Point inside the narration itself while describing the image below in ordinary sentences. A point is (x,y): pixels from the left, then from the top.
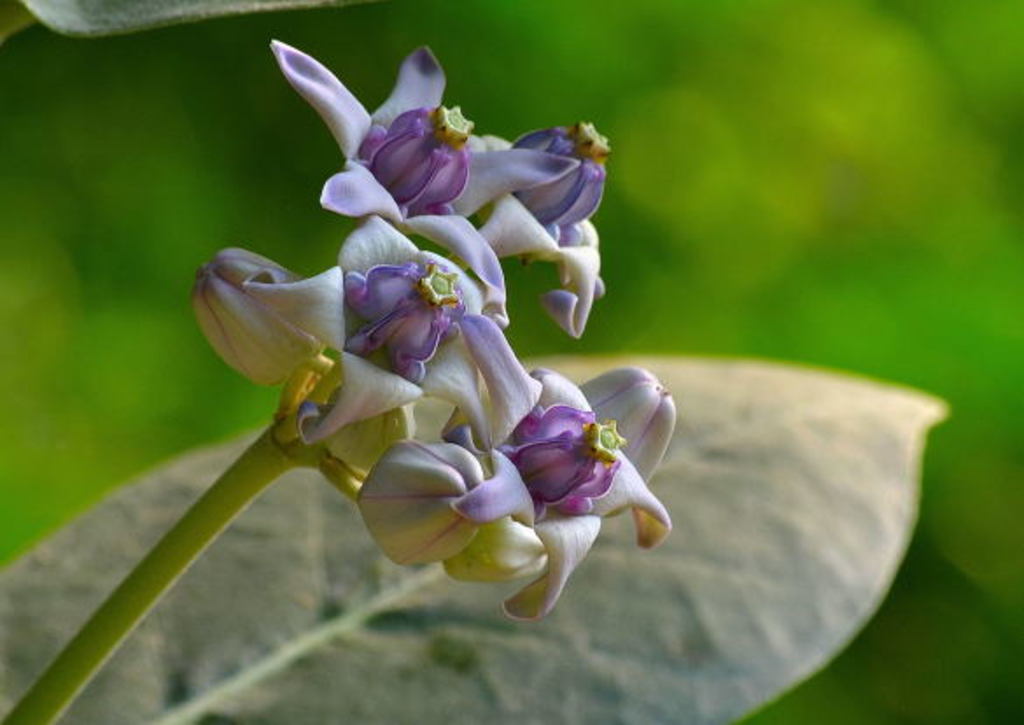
In the image in the center (521,412), we can see one leaf (724,469) and flowers (527,446), which are in white and violet color.
